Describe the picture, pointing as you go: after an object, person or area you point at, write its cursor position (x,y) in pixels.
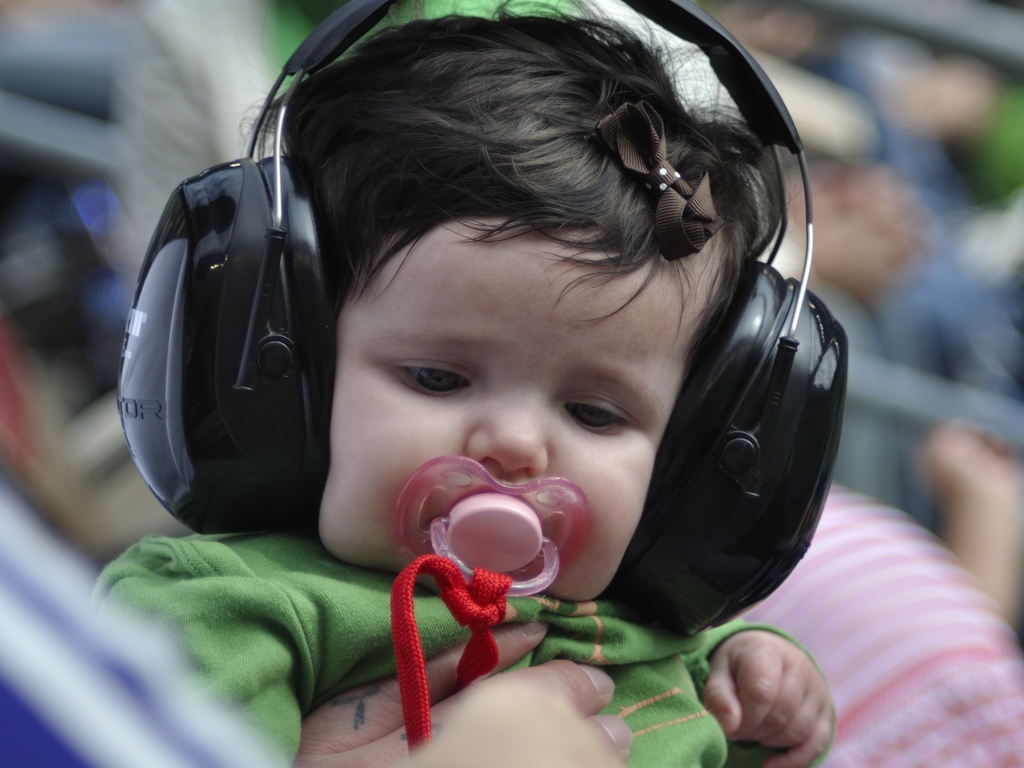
In this picture I can see there is a baby (246,592) and wearing a green shirt (433,629) and wearing earphones (806,204) and the backdrop (984,360) is blurred.
